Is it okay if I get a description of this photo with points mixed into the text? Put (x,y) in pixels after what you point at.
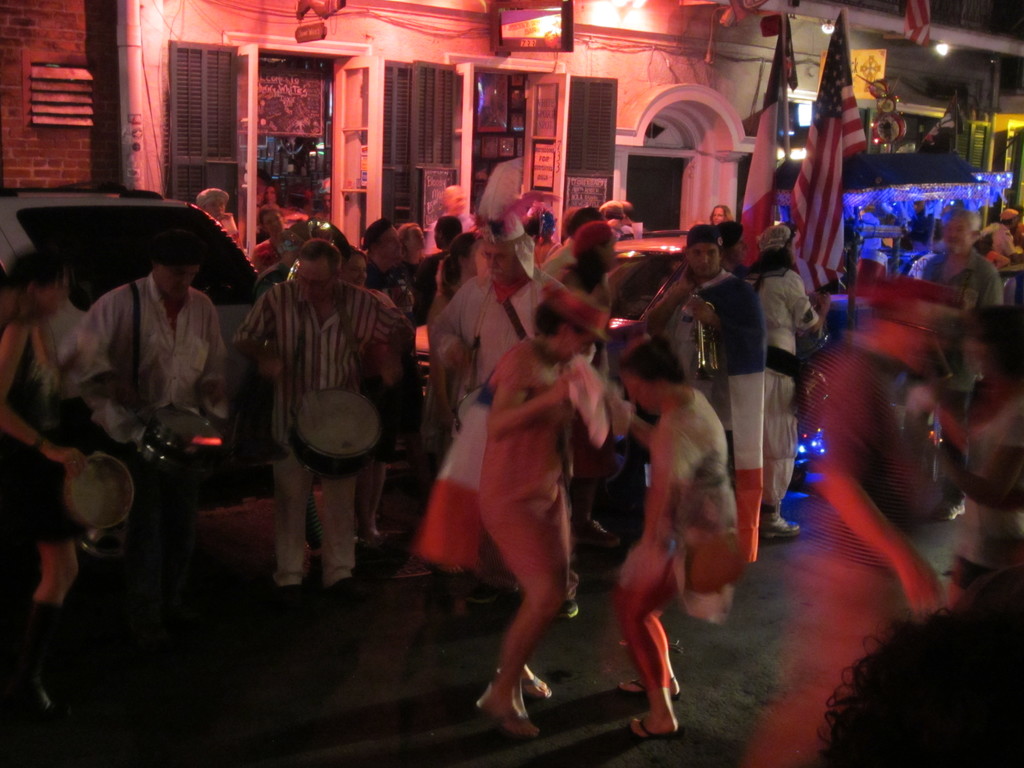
In the middle of this image (668,496), there are two persons (653,501) dancing on the road (555,684). On the left side (340,504), there are persons (269,297) playing musical instruments (355,394). On the right side (1016,572), there are other two persons (1021,319) dancing. In the background (765,152), there are vehicles (4,221), persons (595,233), flags (839,82), buildings (896,22) which are having lights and doors (254,112).
